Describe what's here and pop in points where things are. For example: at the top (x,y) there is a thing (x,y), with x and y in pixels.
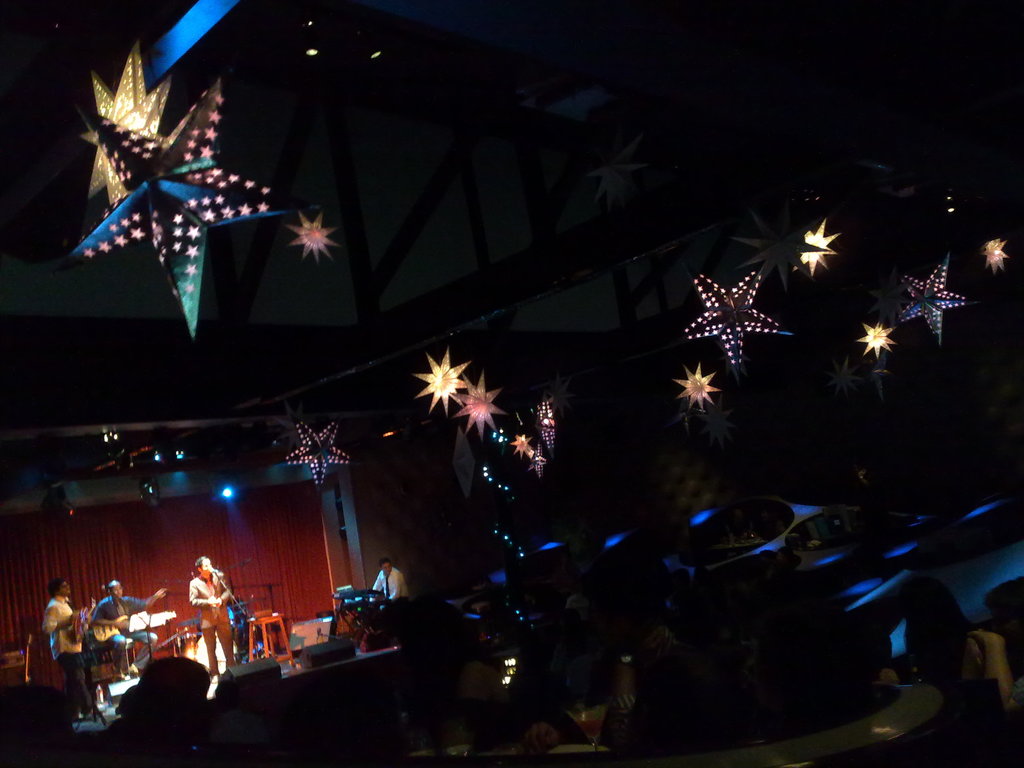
In the picture we can see a hall (993,94) with a stage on it, we can see some people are giving musical performance and behind them, we can see a red color curtain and in front of them, we can see some people (481,697) are sitting and on the chairs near the tables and to the ceiling (520,8) of the hall (80,357) we can see stars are decorated and to the ceiling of the stage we can see some lights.
